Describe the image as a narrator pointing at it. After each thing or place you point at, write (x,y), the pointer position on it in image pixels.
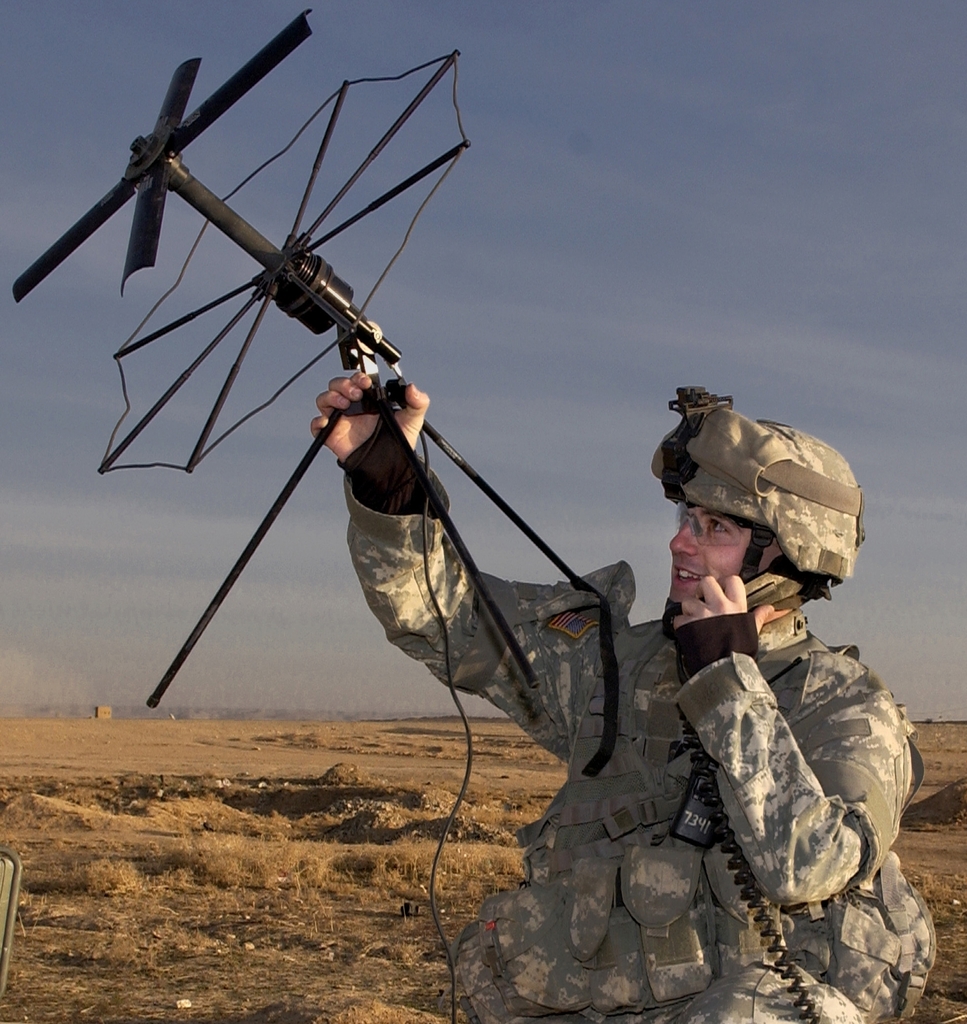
In this picture we can see a person (814,740), he is holding an object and in the background (523,775) we can see grass (520,791) on the ground (534,780) and we can see sky (898,642).
